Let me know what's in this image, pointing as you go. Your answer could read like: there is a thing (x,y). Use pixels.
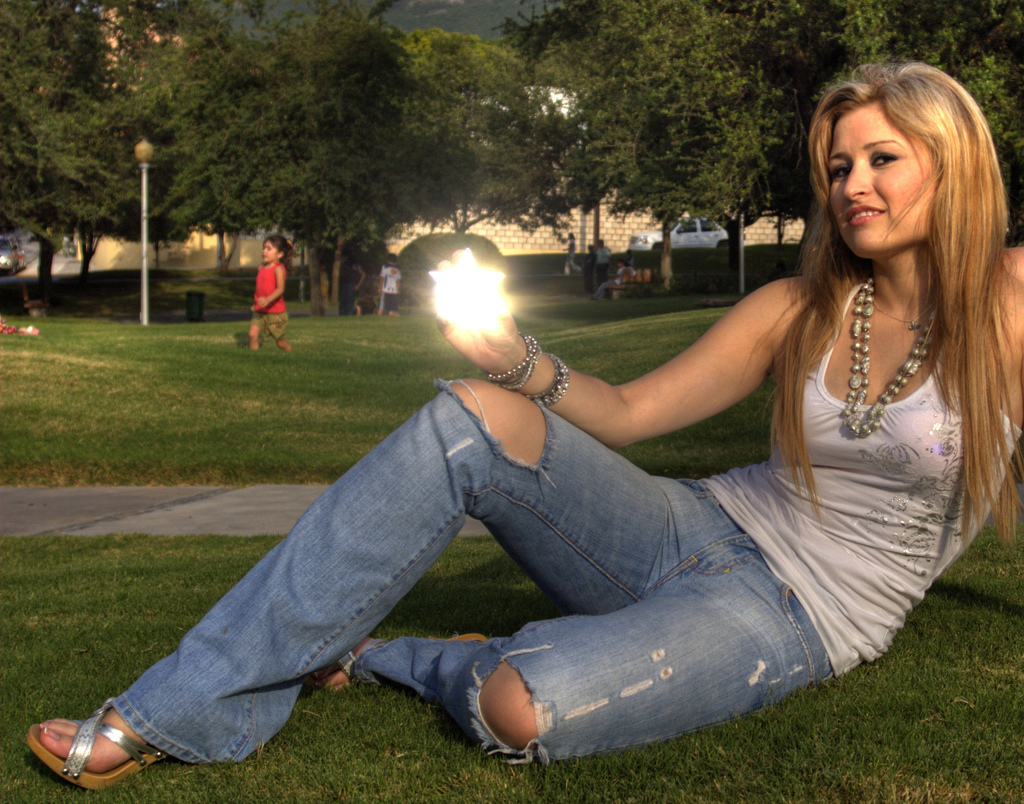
In this picture I can see a woman (497,339) sitting and holding an object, there are group of people (590,289) standing, there is grass (532,325), and in the background (433,108) there are trees (348,192), vehicles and there is a wall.
